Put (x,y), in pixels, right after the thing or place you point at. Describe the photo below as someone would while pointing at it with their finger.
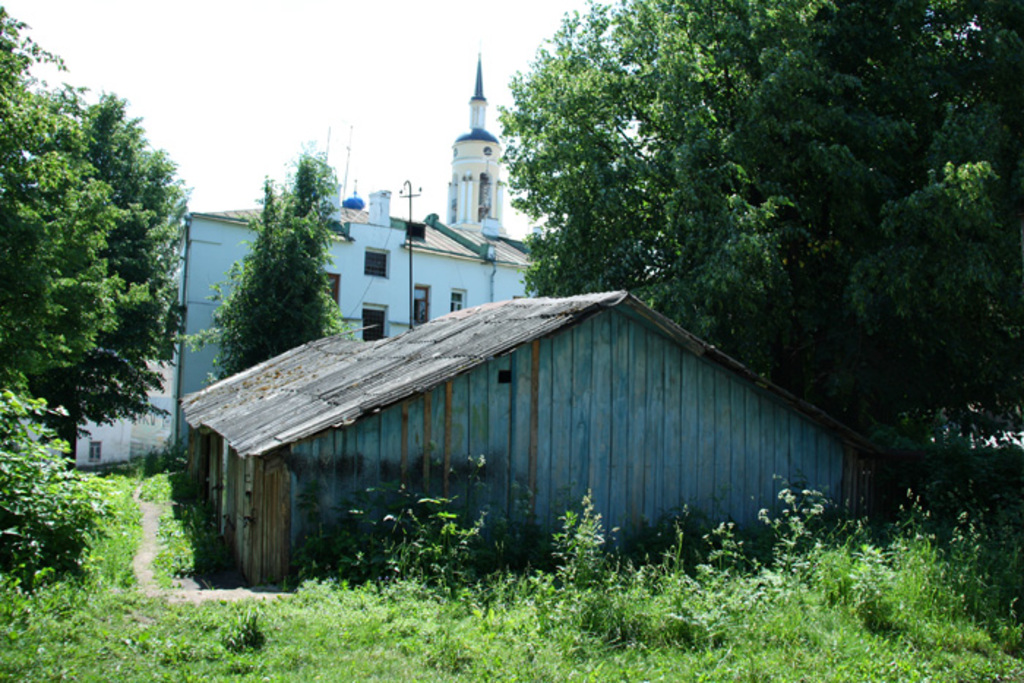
This image consists of a building (379,276) and a house (508,446). At the bottom (524,589), there is green grass (735,603). On the left (58,252) and right, there are trees (872,96). At the top (378,94), there is sky (379,32).
